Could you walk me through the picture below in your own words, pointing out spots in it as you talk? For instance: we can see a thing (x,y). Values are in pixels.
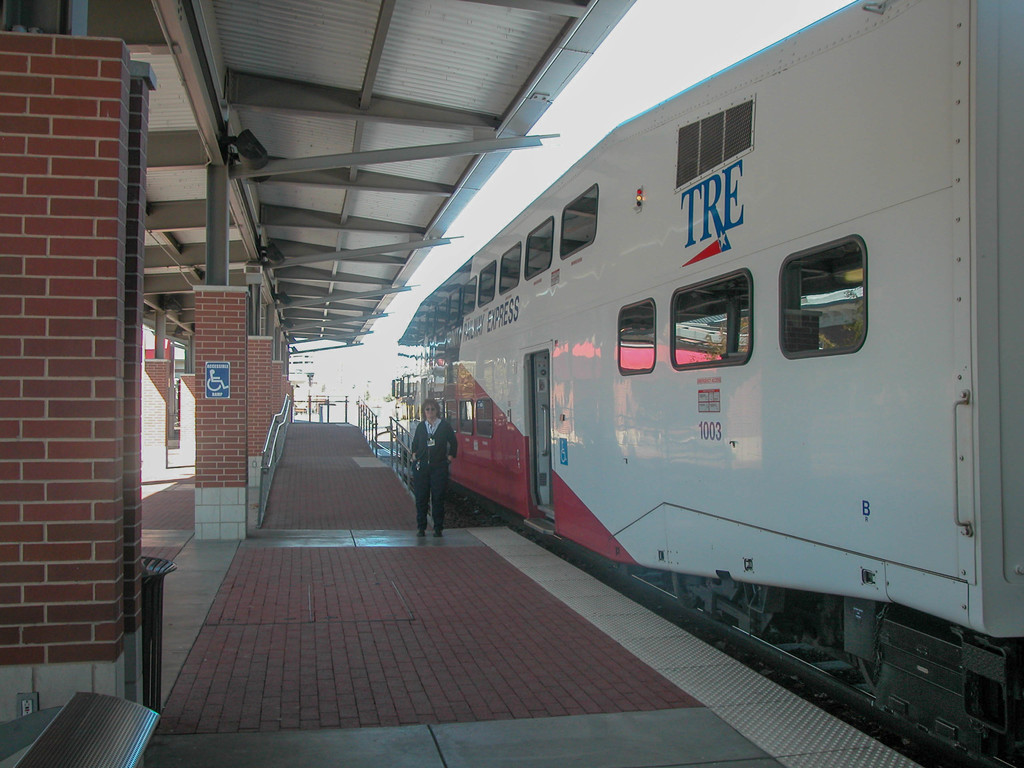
In this image we can see a train (788,554) on the track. On the train (655,391) we can see some text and windows (682,318). Beside the train (475,441) we can see a person (417,488) standing on the platform (392,579). On the left side (66,326), we can see pillars (234,384). At the top (315,81) we can see the roof (341,83) and the sky (349,381). Behind the person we can see the barriers (319,397).
